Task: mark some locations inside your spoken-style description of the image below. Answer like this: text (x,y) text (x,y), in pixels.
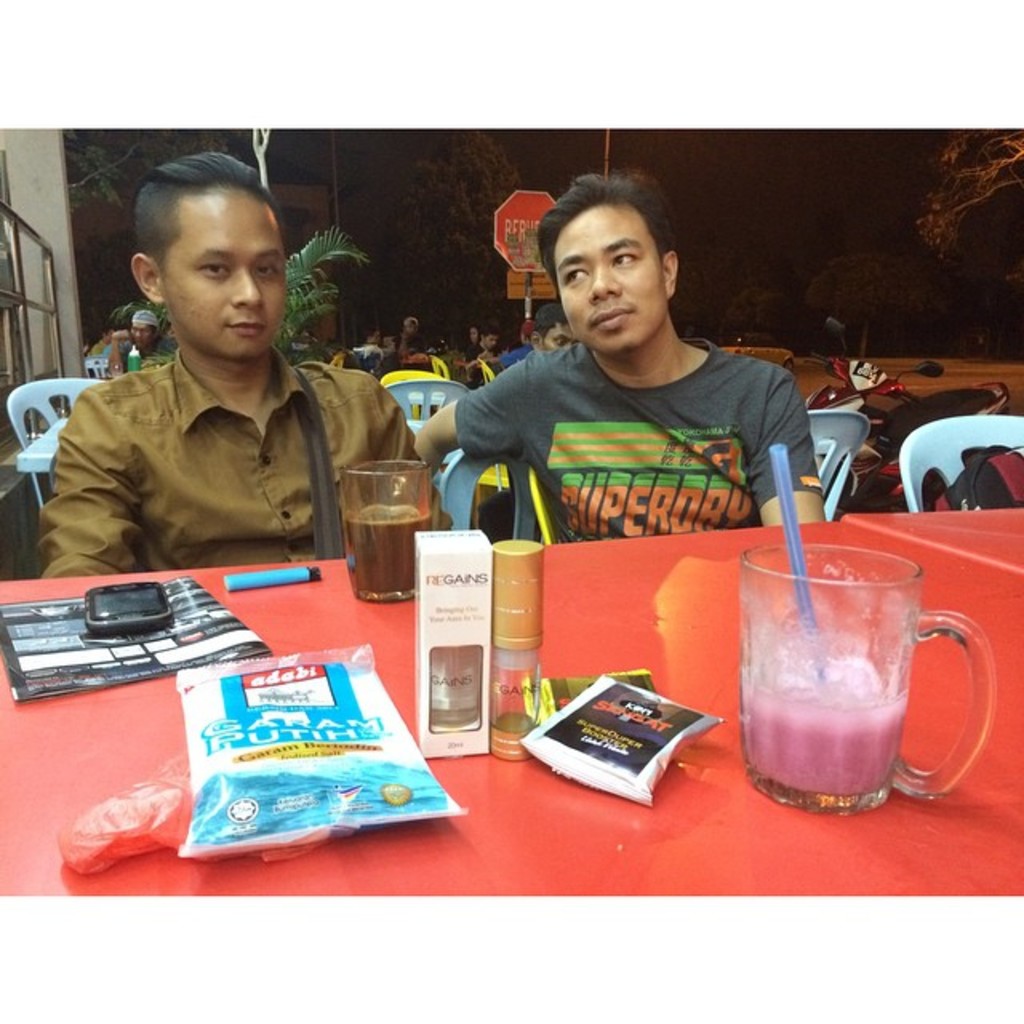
In this picture there is a man (659,407) who is wearing t-shirt (762,469), beside him we can see another man (143,452) who is wearing shirt (202,479). Both of them are sitting on the chair (459,520) near to the table (586,656). On the table (720,583) we can see the mobile phone (161,601), pamphlet (98,657), packet (310,763), perfume bottles (513,699), sachets (615,733), drink (869,670), glass (801,653) and other objects (779,478). In the background (485,348) we can see the group of persons (513,348) were sitting near to the table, beside that we can see the sign board (518,256). In the top right corner (929,170) there is a tree (970,156).
